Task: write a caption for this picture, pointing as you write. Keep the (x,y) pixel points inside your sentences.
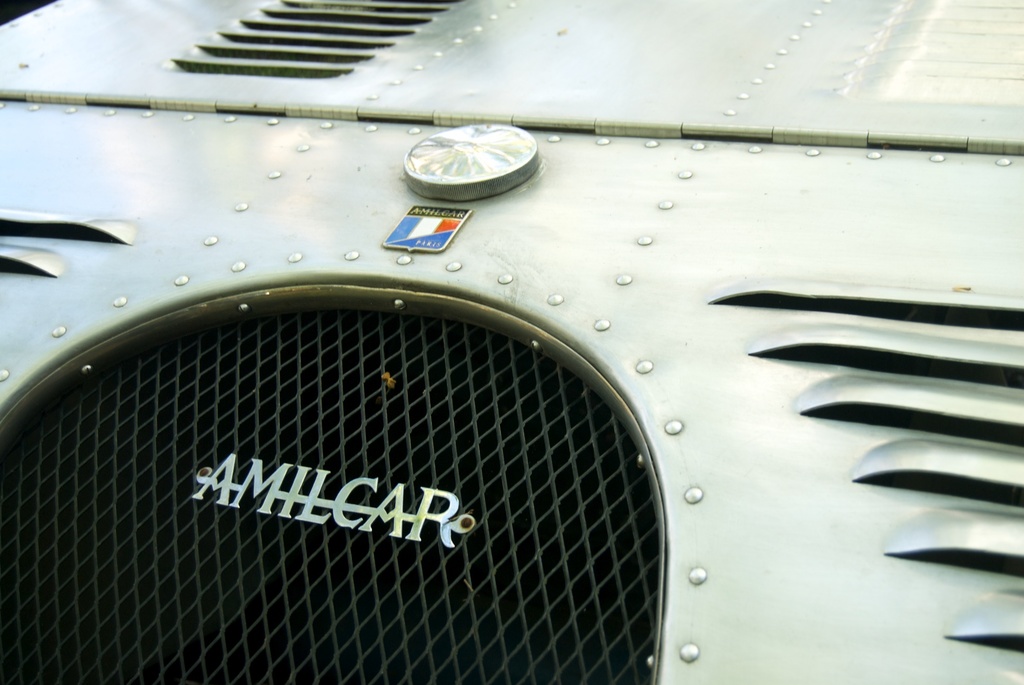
In this image it is a zoom in image of a car (579,322), as we can see there is a text (317,493) written at bottom of this image (348,493) and there is a logo (447,239) of a car (445,213) which is at middle of this image (410,237).
